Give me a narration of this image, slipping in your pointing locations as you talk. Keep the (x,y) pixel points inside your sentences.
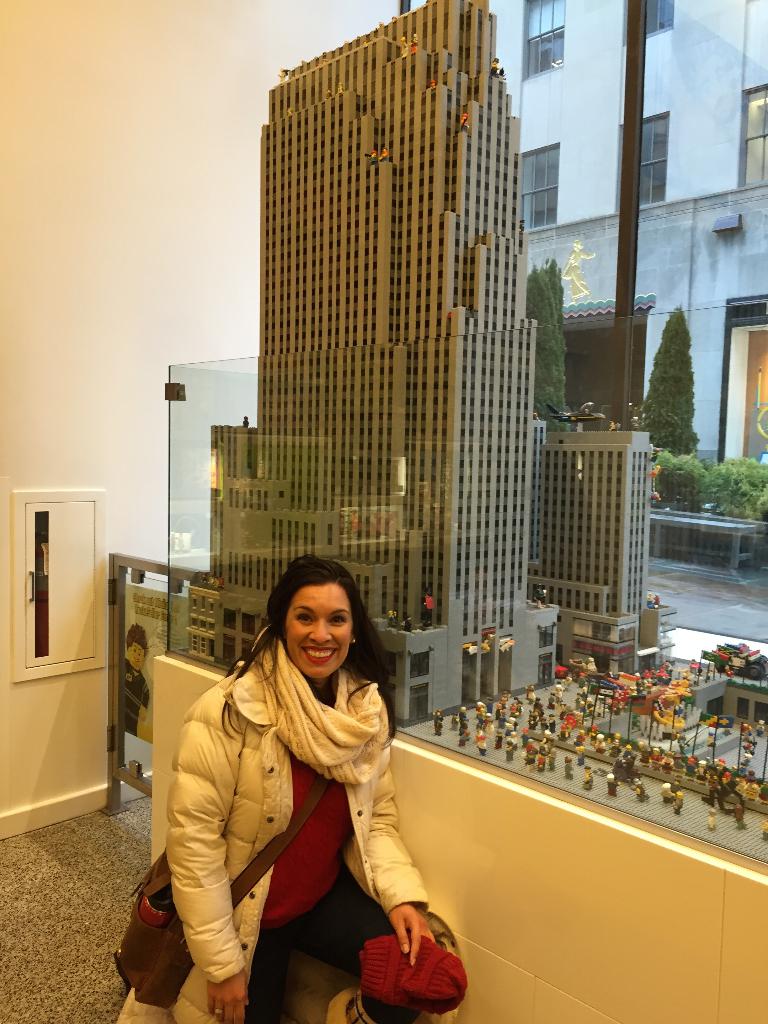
In this image we can see a woman (303,871) is in crouch position on the floor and carrying a bag (171,972) on her shoulder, wall (3,374) and a door (62,574). we can see design of a building (458,446) and objects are on a platform (731,745) placed in a glass box (632,327). In the background (679,82) we can see building (723,252), windows (748,436), trees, plants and a pole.
